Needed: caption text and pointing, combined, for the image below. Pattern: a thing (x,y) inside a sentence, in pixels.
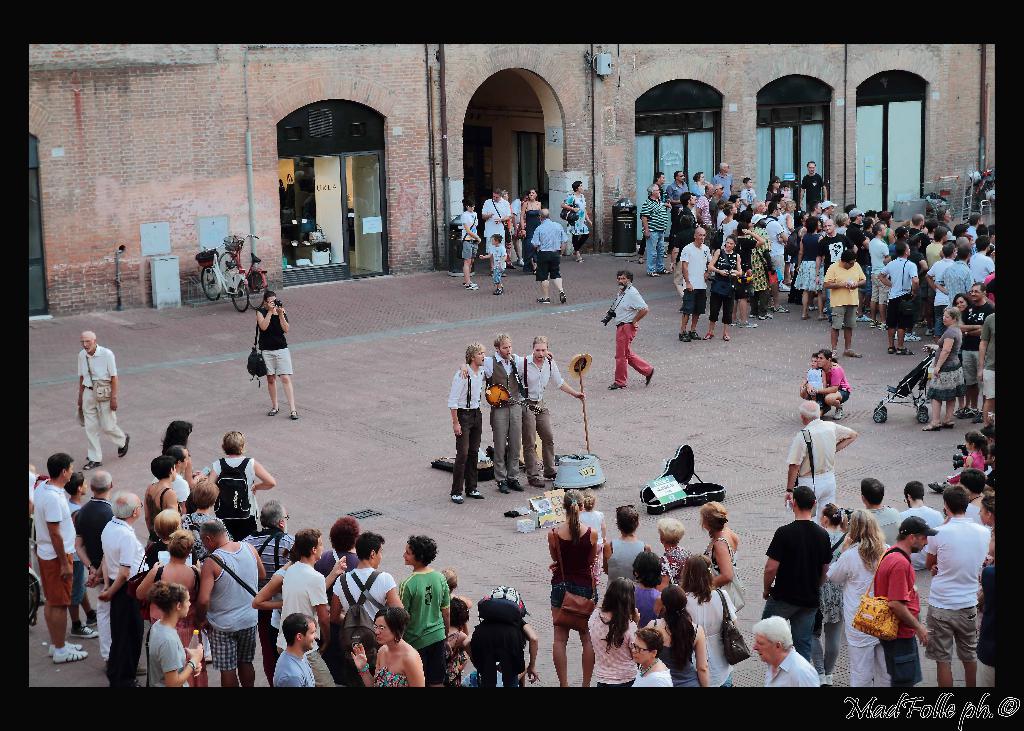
In this image I can see group of people (478,377) are standing among them some are holding some objects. In the background (473,127) I can see a building (386,101), a bicycle (226,289) and some other objects (592,455) on the ground (606,455).
